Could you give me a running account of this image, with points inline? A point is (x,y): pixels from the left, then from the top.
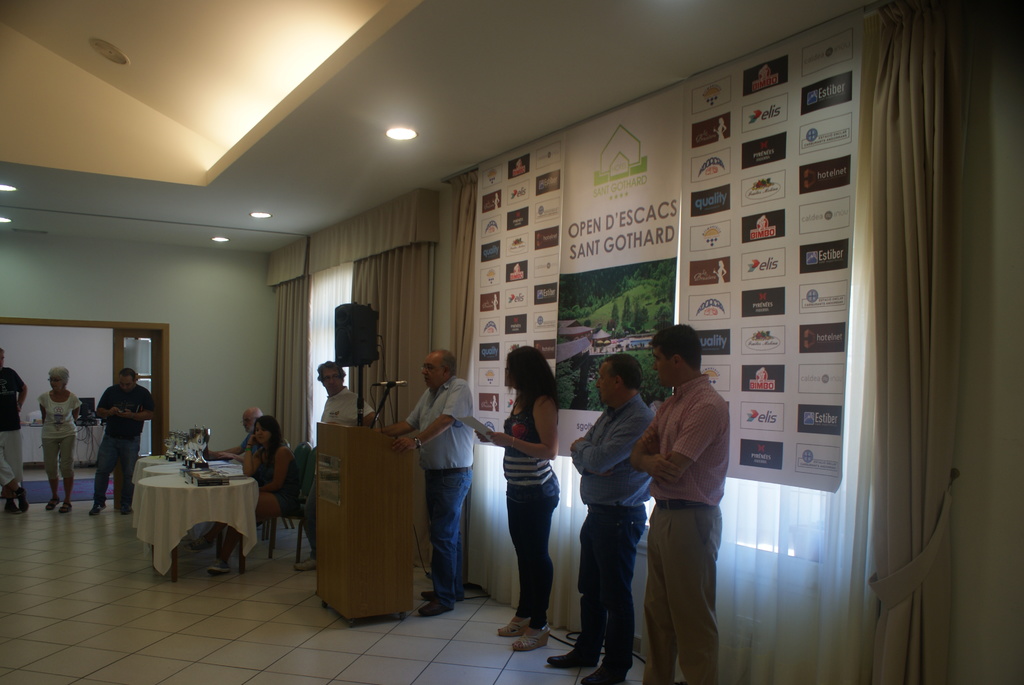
In this image we can see persons (429,607) standing on the floor (413,607) and one is at the podium (406,520) to which a mic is attached. In the background (355,249) we can see curtains (398,263), advertisement board (755,282), electric lights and persons (262,429) sitting on the chairs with table (160,466) placed in front of them. On the tables (176,478) we can see mementos (192,454) and some objects (190,472).
